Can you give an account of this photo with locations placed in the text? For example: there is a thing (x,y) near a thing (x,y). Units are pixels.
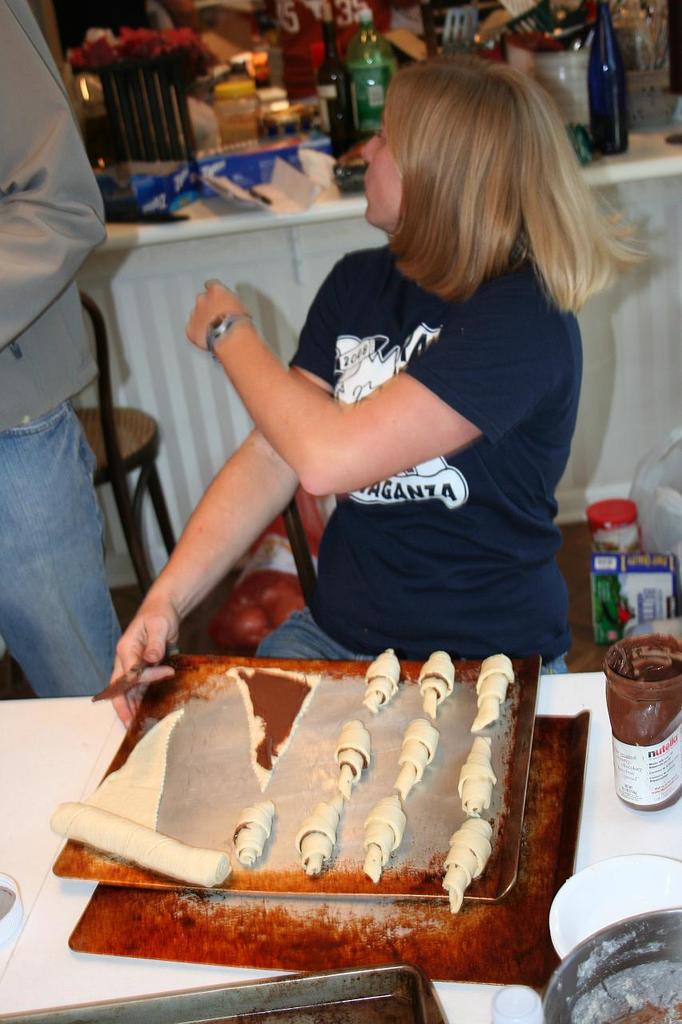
In this picture we can see two persons (11,302) where a woman (486,167) sitting on a chair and beside to them we can see bottles (362,42) and some objects (116,181) on tables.
